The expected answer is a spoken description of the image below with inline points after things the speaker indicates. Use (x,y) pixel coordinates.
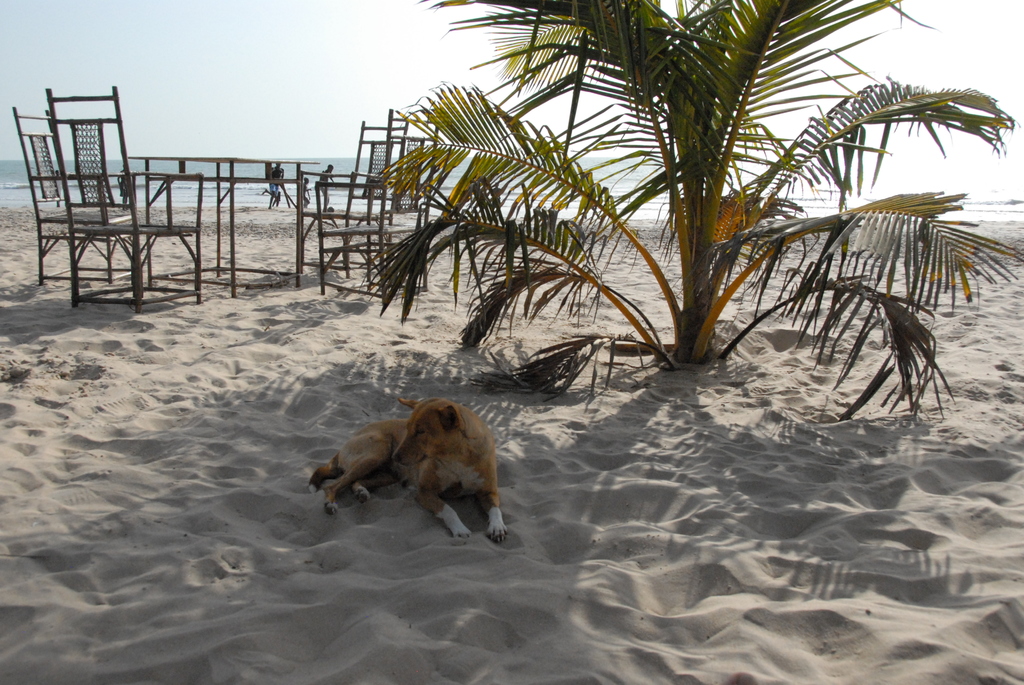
On the background (355,110) we can see a sky (376,80) and a beach (297,175). We can see persons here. This is a sand (523,528). We can see dog (437,418) sitting on sand (408,497). This is a plant (588,193). We can see empty chairs (202,185) and a table (300,202) beside to the plant (475,209).
